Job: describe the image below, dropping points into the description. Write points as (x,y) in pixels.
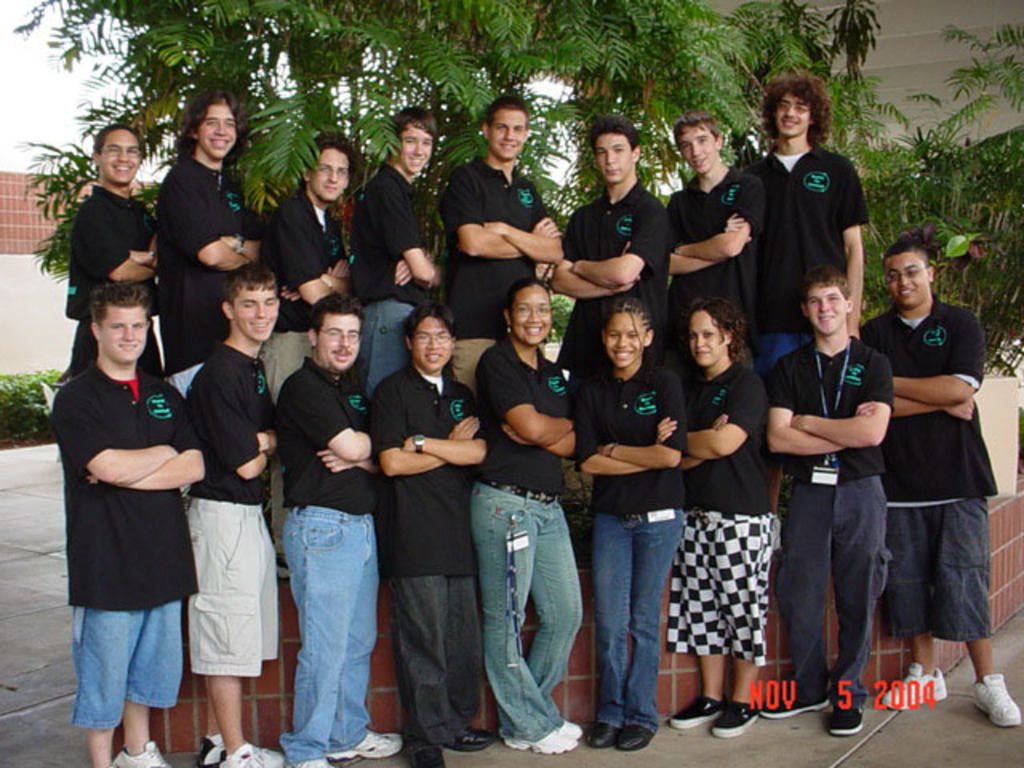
People (153,466) are standing in 2 rows (222,463) wearing black t shirts (336,231). There are trees (372,19) at the back (516,81).
